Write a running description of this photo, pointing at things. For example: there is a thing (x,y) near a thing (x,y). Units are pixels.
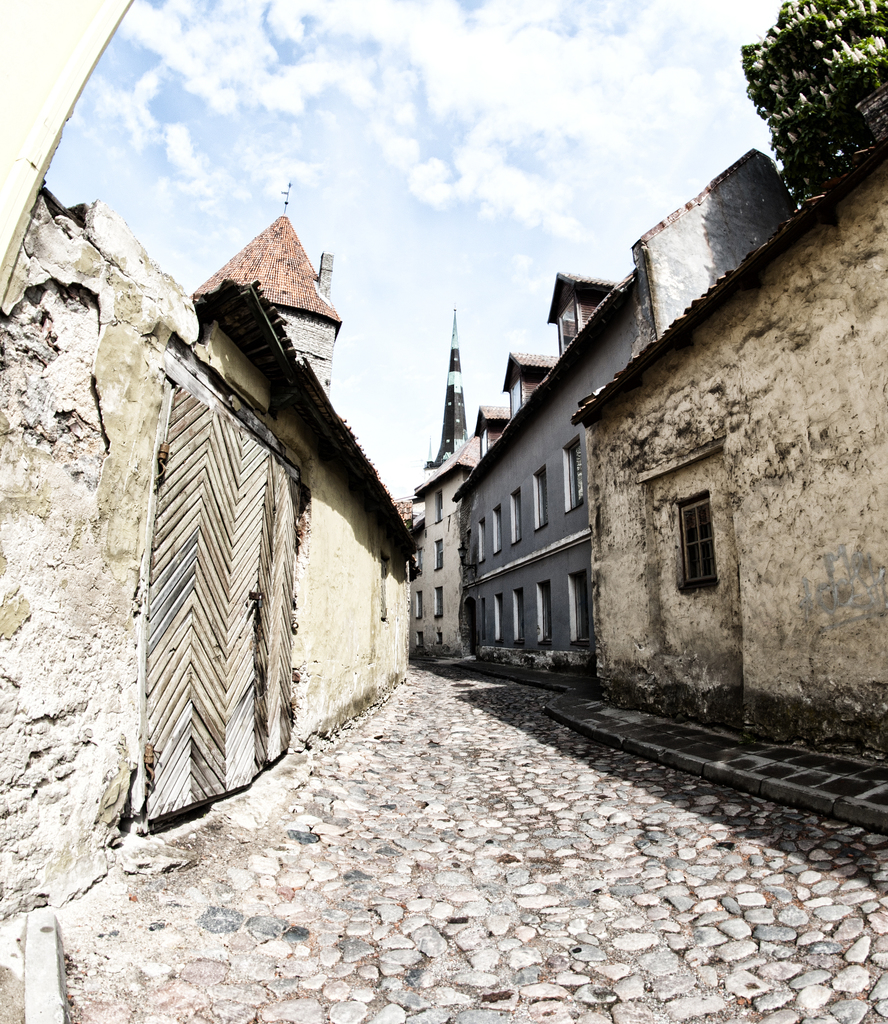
In this image, we can see a few buildings (867,121). We can see the ground (439,925). There are some plants (815,115) with flowers (834,24) on the top right (828,171). We can also see the sky (428,138) with clouds (421,203).
